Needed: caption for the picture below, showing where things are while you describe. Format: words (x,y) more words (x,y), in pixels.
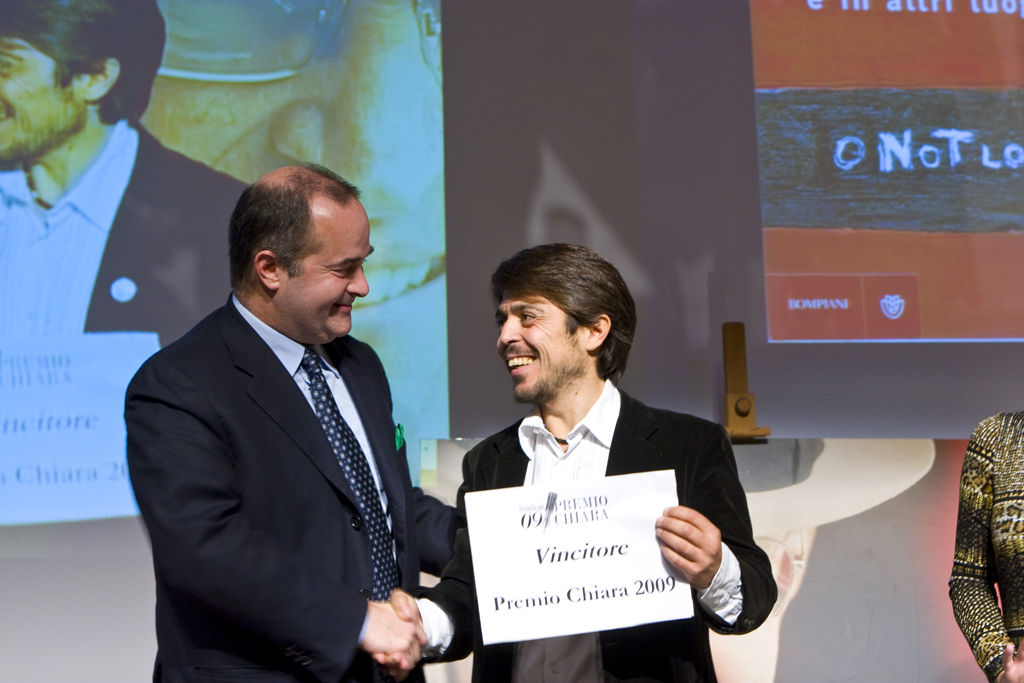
This picture might be taken inside the room (731,415). In this image, on the right side (978,582), we can see a person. In the middle of the image (526,355), we can see two men (327,521) wearing black color suit (424,523). In the background (730,204), we can see a screen (400,232).
